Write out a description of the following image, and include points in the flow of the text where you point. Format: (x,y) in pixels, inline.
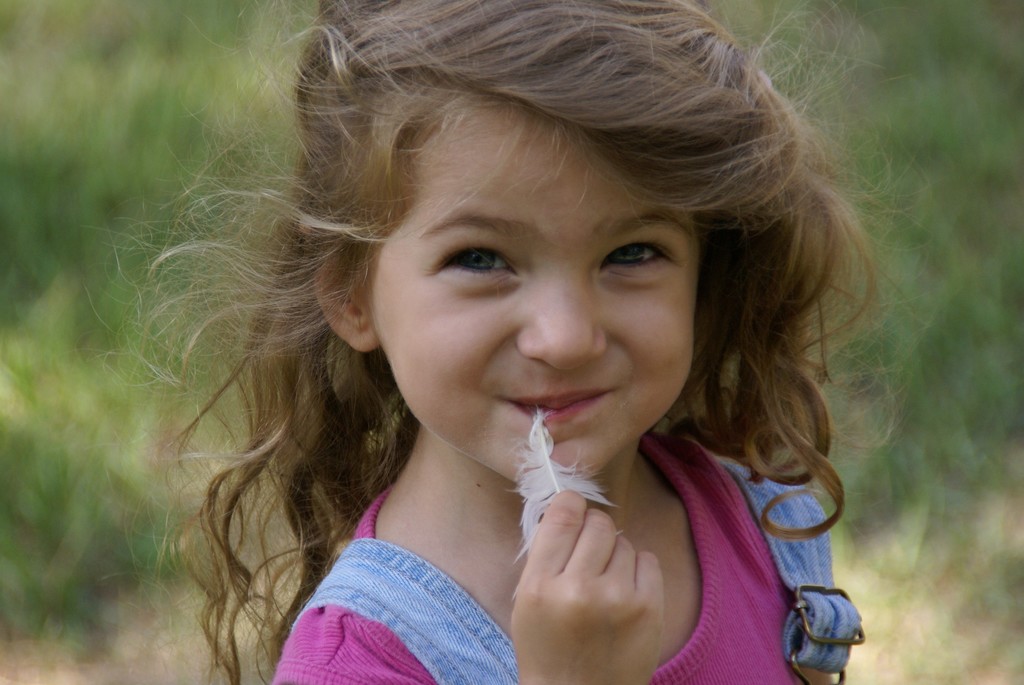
In the image there is a girl (575,246) in the foreground (728,402), it seems like there is a feather (551,498) in her hand (570,498) and the girl (531,373) is smiling, the background of the girl (576,439) is blur.
